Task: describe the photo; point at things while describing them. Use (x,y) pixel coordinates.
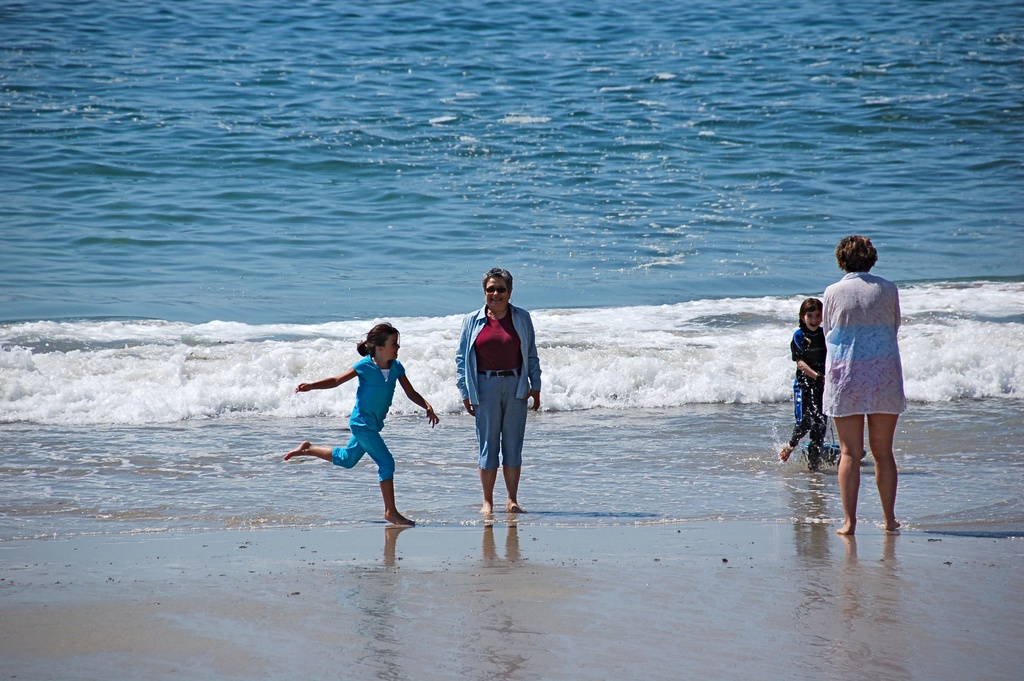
The picture is clicked near a beach (153,582). In the foreground of the picture (567,534) there is sand (368,572). In the center of the picture (482,398) we can see people (820,372) playing in the water (463,289). At the top (298,126) we can see water (691,185).
